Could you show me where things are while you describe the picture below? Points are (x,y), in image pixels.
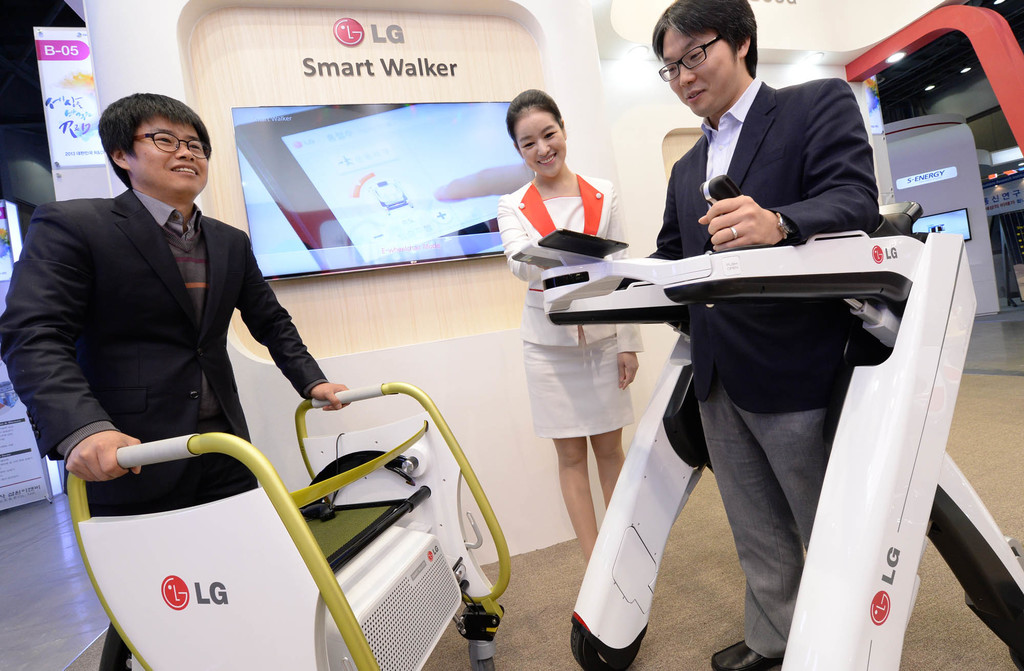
In this image, I can see three persons (745,229) standing and smiling. I can see the machines (291,519). In the background (270,244), there is a television (259,168) attached to the wall (296,61). On the left corner of the image (67,115), I can see the banners (62,167). On the right corner of the image (962,222), there is another television (962,222) attached to the board (973,158) and ceiling lights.
